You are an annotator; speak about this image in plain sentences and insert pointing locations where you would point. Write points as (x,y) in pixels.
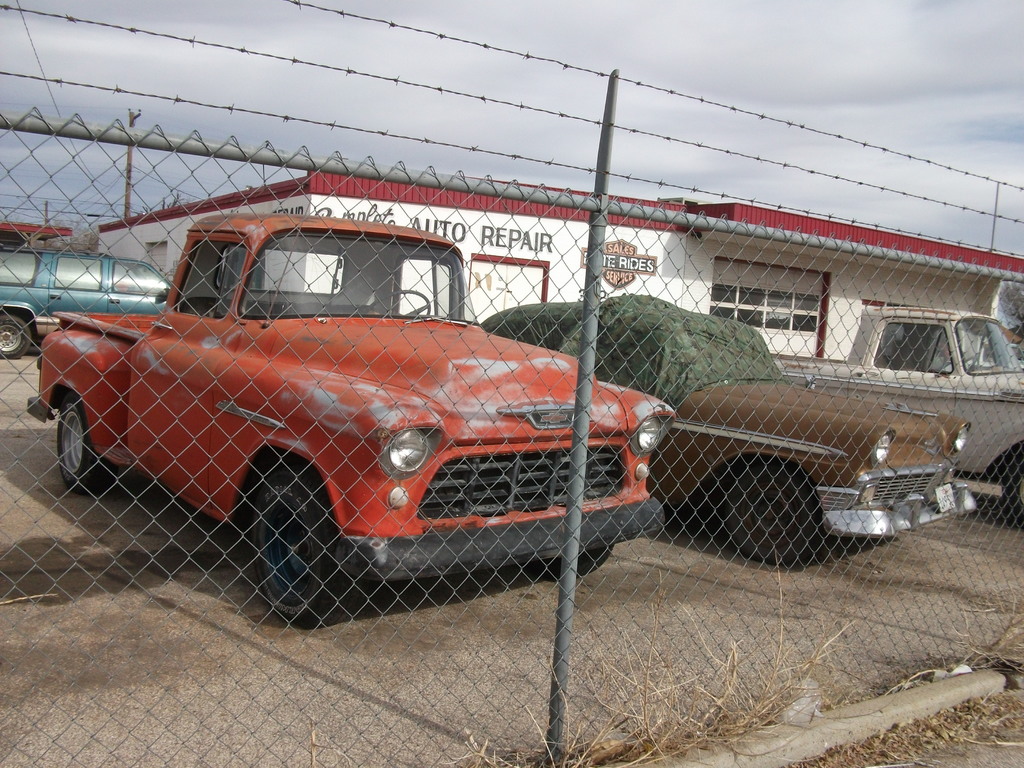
In this image we can see different colors and models of vehicles (168,461) behind fencing (390,424) and at the background of the image (294,211) there is garage (461,197).
